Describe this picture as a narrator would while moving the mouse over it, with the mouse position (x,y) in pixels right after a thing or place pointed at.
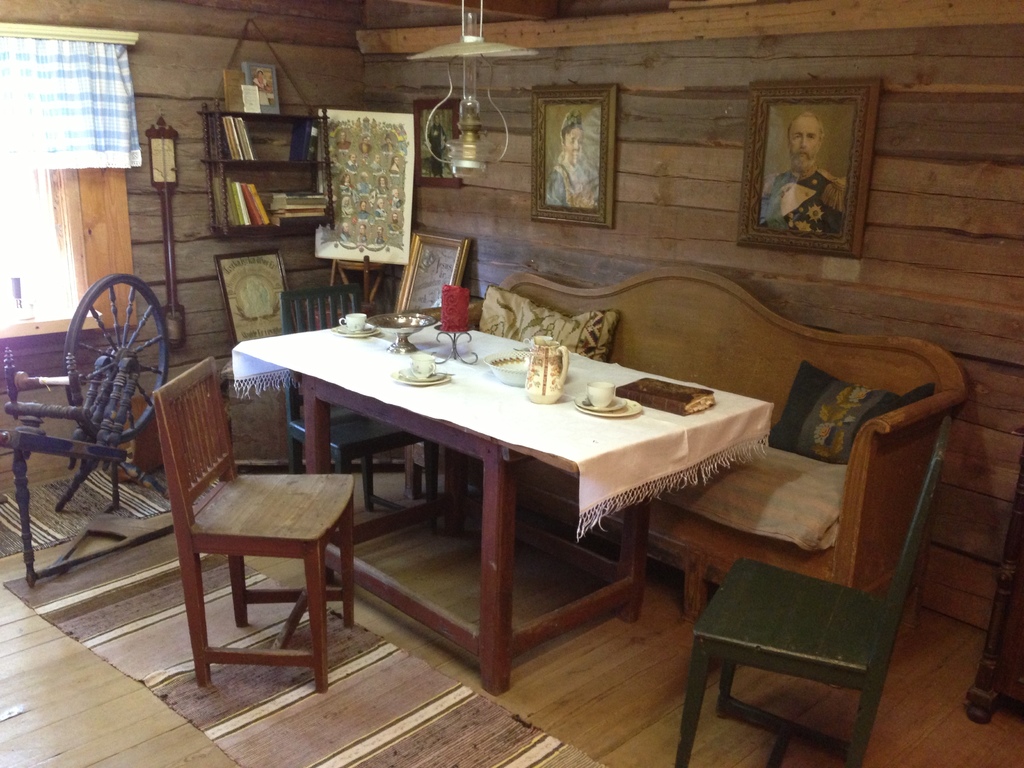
This is a room (532,489), we can see table (548,464). On the table (469,417) there is a plate (594,411), saucer (615,406), cup (596,390), book (671,405) and a jar (545,359) and a candle stand (455,337). Here there is a sofa (780,381) on the sofa (623,293) we can see pillows (815,432). Beside table (486,599) there are chairs (783,625). Here it is a window (46,242) and it is curtain (84,105). There is a bookshelf (244,194) and a clock (154,166) on the wall (198,247). Frames (598,184) on the wall (460,73). Here a light (472,77) is hanging from the roof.
